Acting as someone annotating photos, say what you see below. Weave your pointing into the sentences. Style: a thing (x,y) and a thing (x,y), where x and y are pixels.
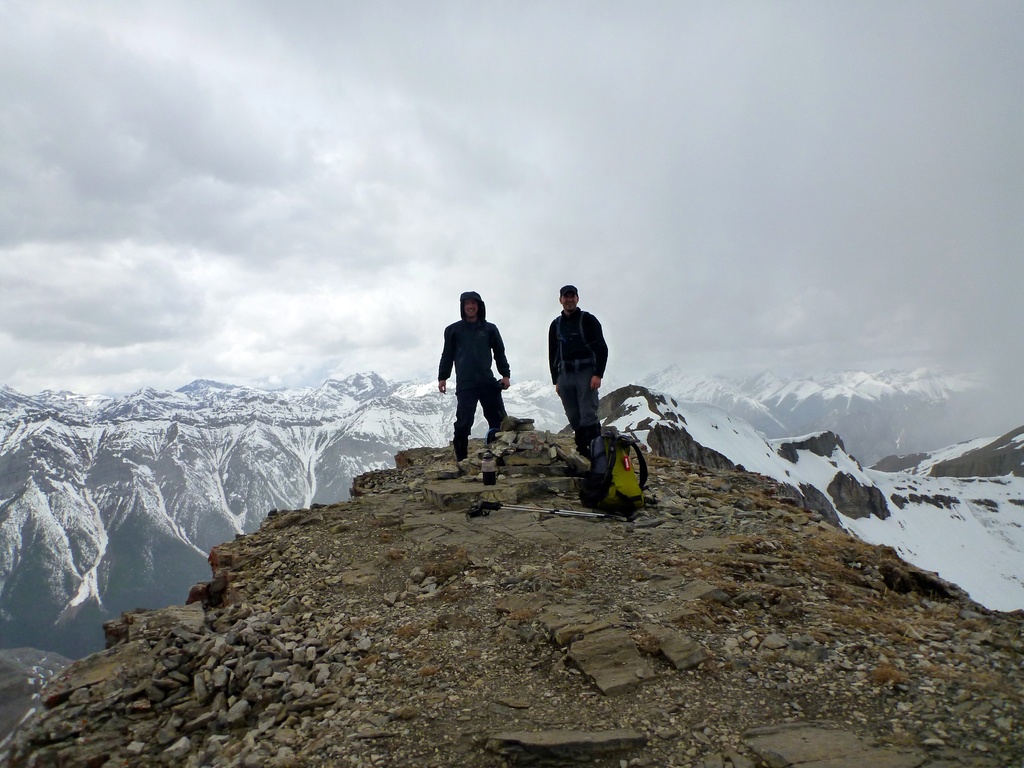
In this picture we can see two men (601,353) standing on the ground (634,513), bag (607,456), stones (572,646), mountains (878,481), snow (783,467) and in the background (275,210) we can see the sky (483,207) with clouds (578,147).
